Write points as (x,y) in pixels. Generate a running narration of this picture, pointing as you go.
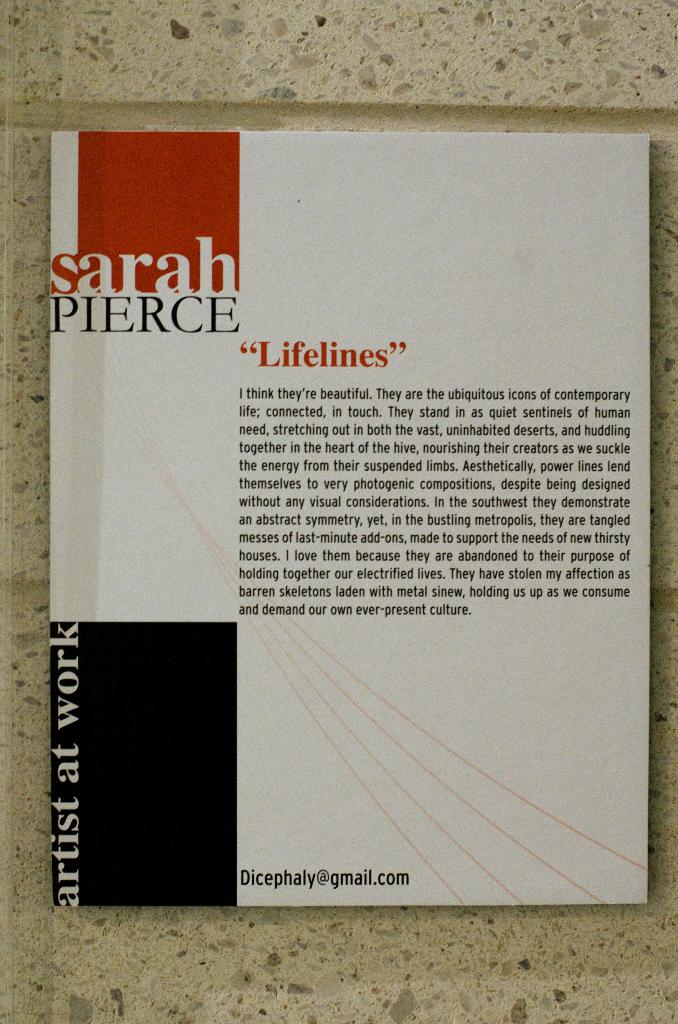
In this image I can see the cream colored surface (340,83) and on it I can see a board (305,326). I can see the board (276,501) which is white, red and black in color and something is written on it.
